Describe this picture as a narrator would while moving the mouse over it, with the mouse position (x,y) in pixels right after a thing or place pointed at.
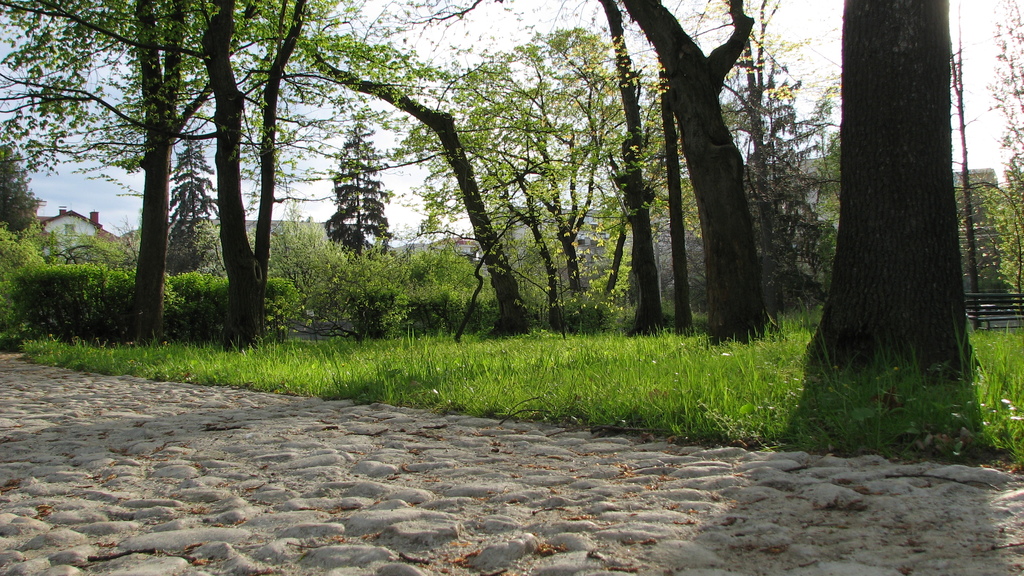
In this image we can see grassy land (669,404), trees (863,324) and buildings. At the bottom of the image (407,480), we can see the dry leaves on the land (491,544). At the top of the image (541,9), we can see the sky (541,9). There is a bench (967,294) on the right side of the image (995,303).
